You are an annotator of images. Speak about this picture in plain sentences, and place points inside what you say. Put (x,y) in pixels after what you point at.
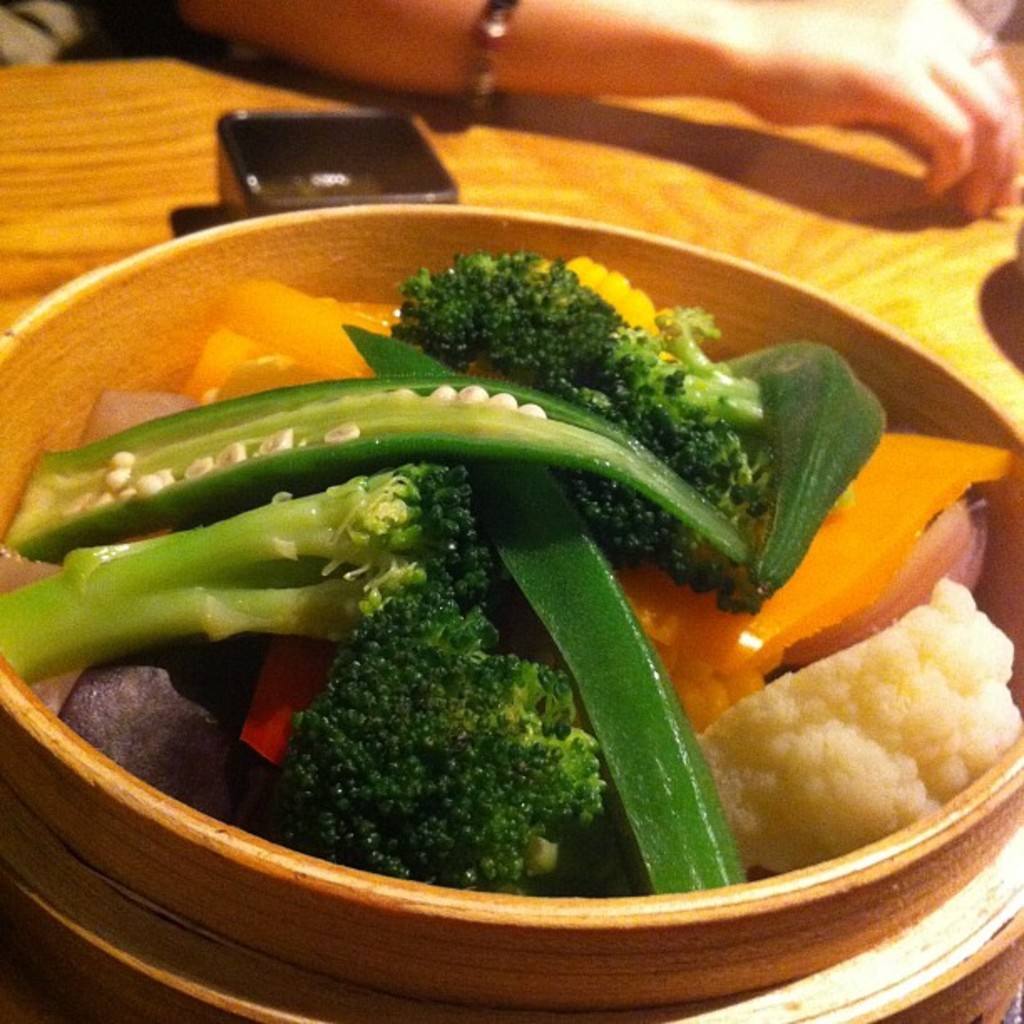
In the image we can see human hand (707,83), wearing a bracelet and finger ring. Here we can see wooden table (131,140), on the table (78,190) there is a bowl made up of wood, in the bowl (305,222) we can see cut vegetables (630,608).
